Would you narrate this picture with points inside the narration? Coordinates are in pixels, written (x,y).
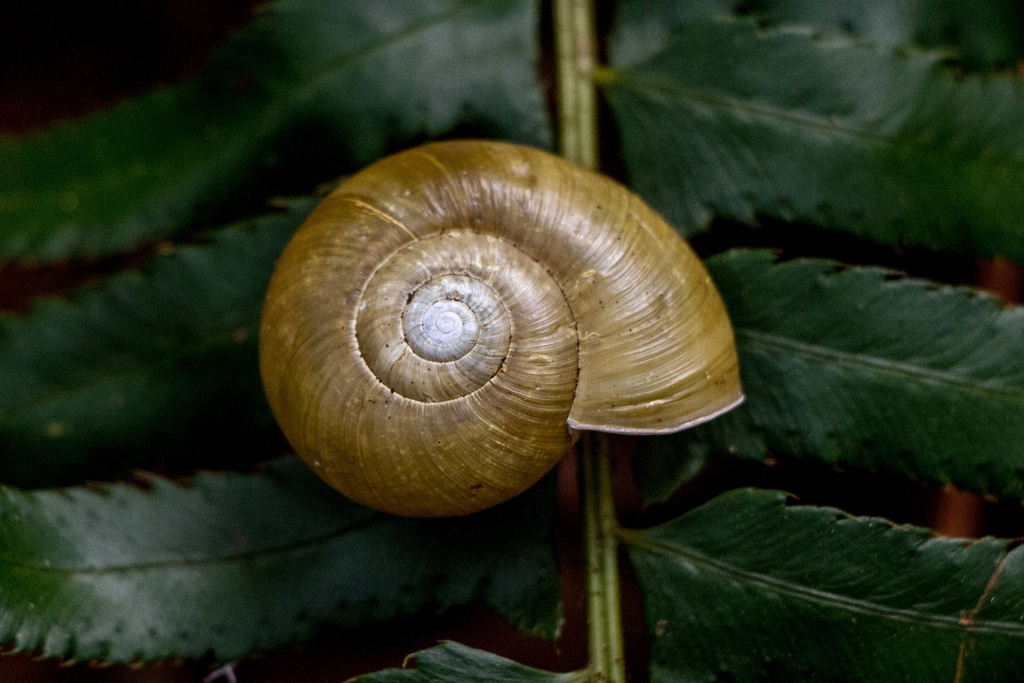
In this image there is a snail (566,305). Behind it there are leaves (825,121) to the stem (577,105).
